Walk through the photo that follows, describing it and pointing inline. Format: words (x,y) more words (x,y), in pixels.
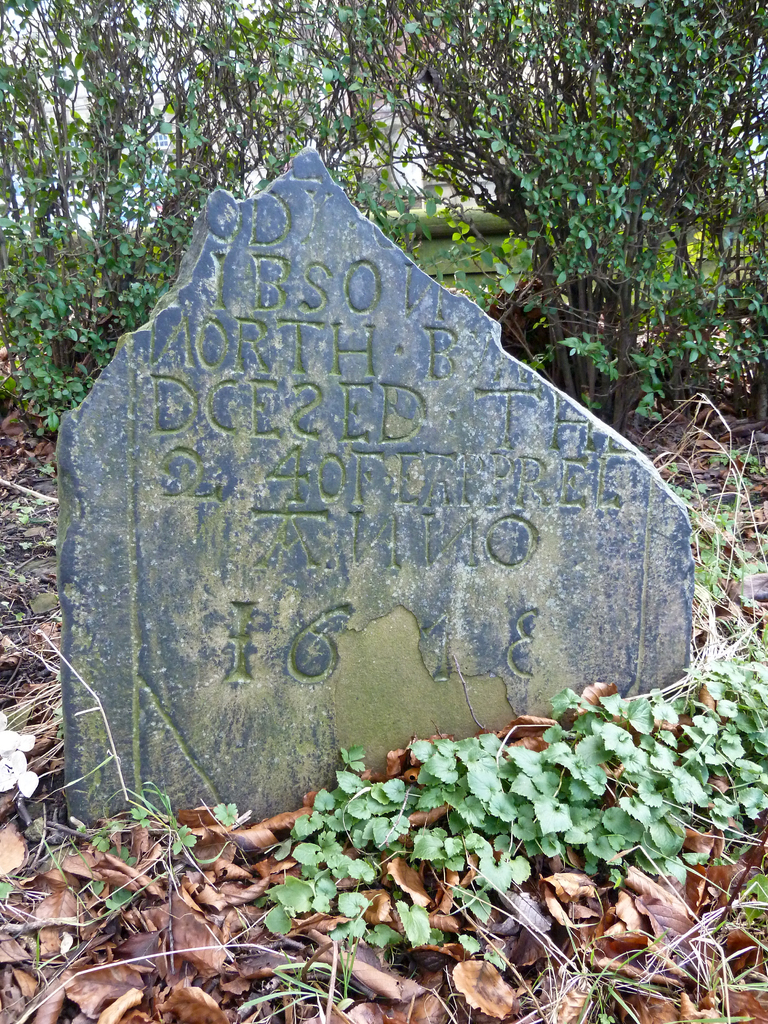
In front of the image there are some engravings (298,460) on the headstone (281,484), around the headstone (247,694) on the surface (5,702) there are green leaves (311,825) and dry leaves (86,873) and sticks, behind the headstone (340,466) there are trees (474,108) and a wall (457,247).
